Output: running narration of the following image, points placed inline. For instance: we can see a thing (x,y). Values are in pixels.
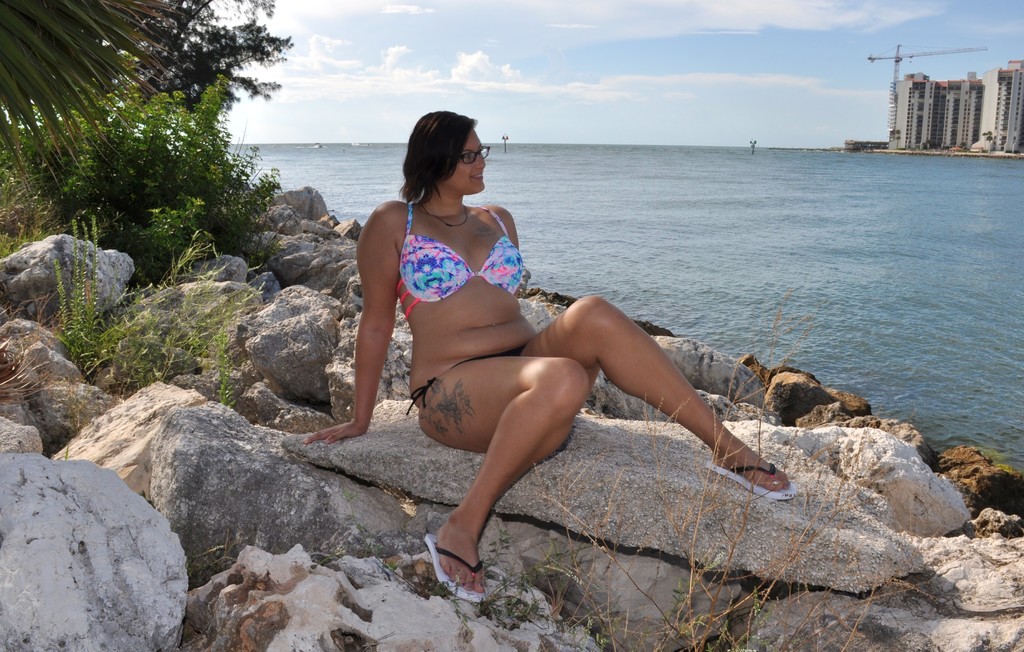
There is a lady (448,280) wearing specs (476,155) is sitting on a rock (565,454). On the left side (181,353) there are rocks (127,255), plants (181,180) and trees (193,84). On the right side (800,229) there is water (822,180) and buildings (934,117). In the background (575,65) there is sky (599,75).
